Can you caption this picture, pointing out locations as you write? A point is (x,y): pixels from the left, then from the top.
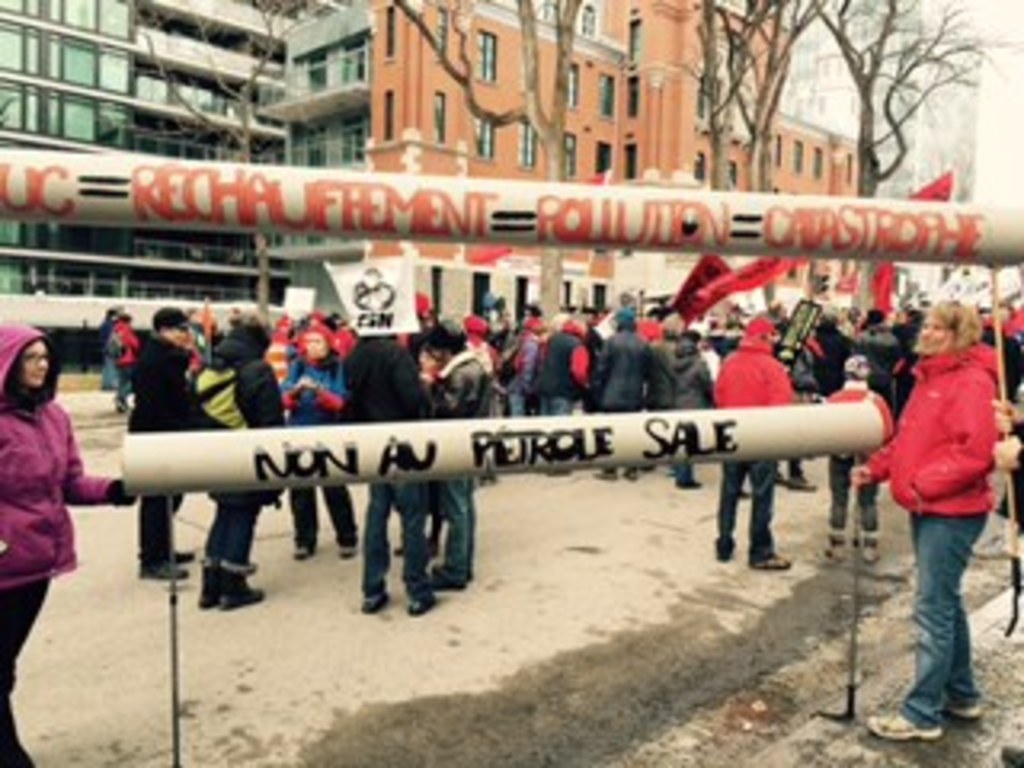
This image consists of many people (899,362) wearing jackets (624,365) and holding placards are standing on the road (412,657). At the bottom (531,716), there is a road (398,631). In the background (68,87), there are buildings (518,105) along with the trees (544,132). In the front (511,471), there are poles (160,434) on which there is a text (500,456).
